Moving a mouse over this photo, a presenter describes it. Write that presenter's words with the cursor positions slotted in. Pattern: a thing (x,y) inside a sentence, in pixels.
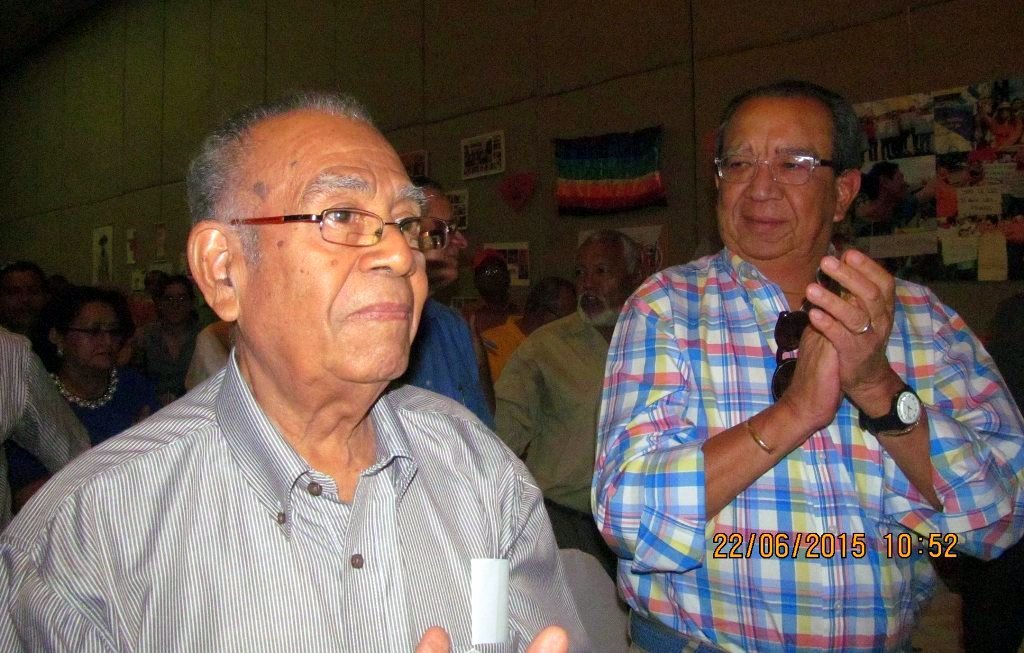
In this image, we can see a two men (627,520) standing. In the background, we can see a group of people (13,391). On the right side (957,194), we can see few posts (887,142), flags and a photo frame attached to a wall (777,37).
